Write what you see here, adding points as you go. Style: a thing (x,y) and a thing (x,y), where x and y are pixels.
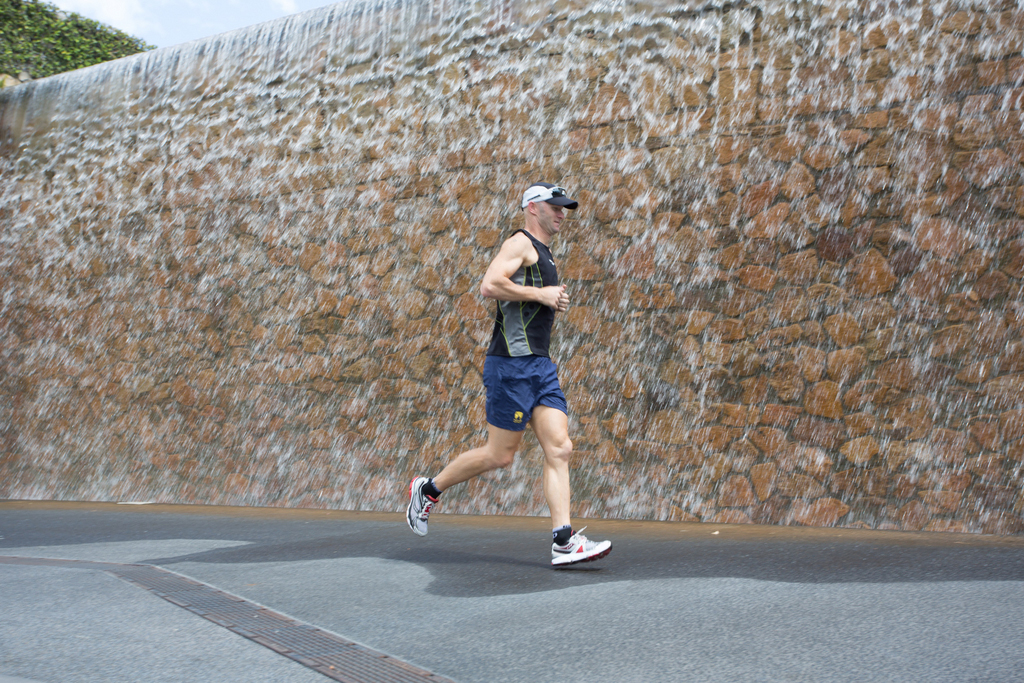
In this picture I can observe a man (513,376) running on the road (398,602). He is wearing black color t-shirt (516,322) and a cap (551,185) on his head (545,203). In the background (390,199) there is a wall (313,273). I can observe water (232,132) falling from the top of the wall (215,78). There is a sky (189,22) in the background (185,19).
